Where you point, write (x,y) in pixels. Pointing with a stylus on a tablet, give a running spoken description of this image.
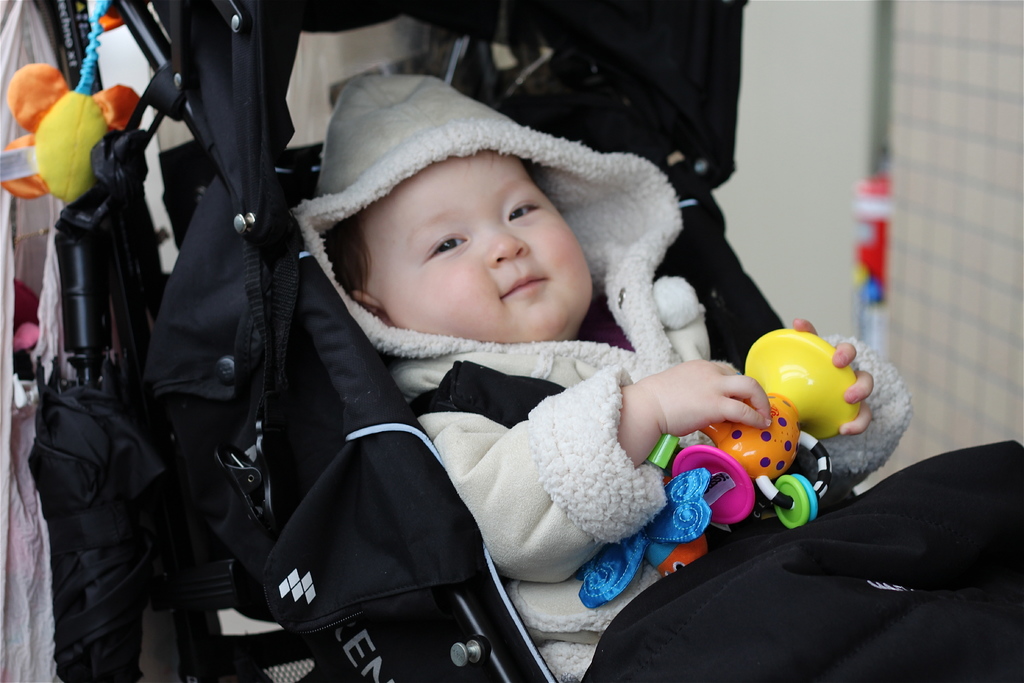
In this picture I can see a baby (660,263) holding a toy (699,506) and lying in a stroller (718,69), and in the background (940,293) there are some objects (23,389).
